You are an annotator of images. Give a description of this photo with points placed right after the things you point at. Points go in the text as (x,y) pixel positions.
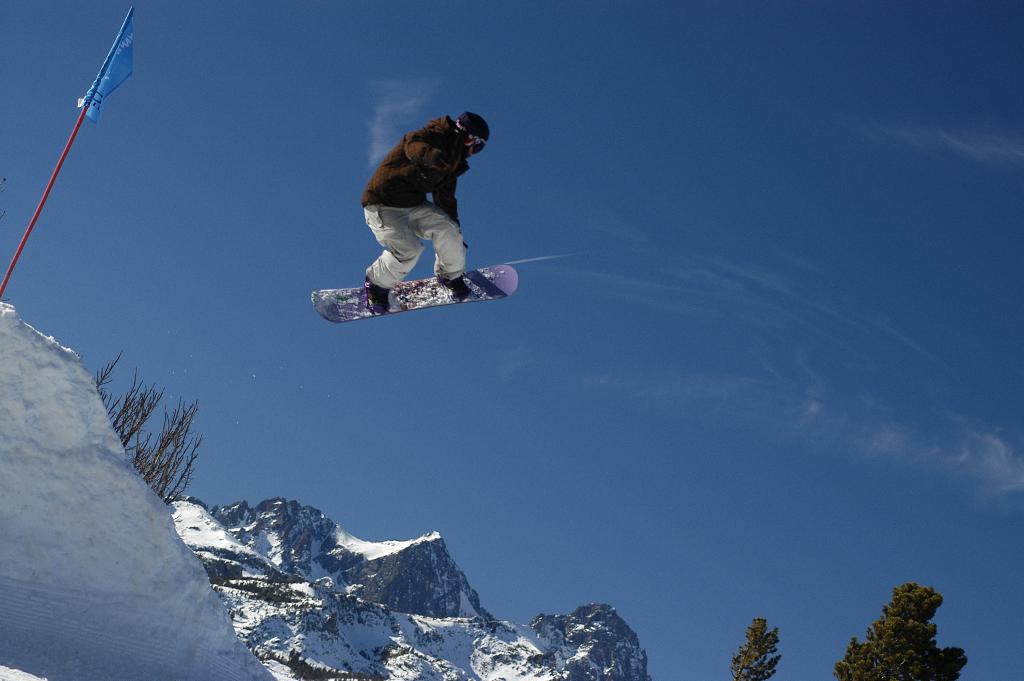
In this picture there is a man (456,165) in the center of the image (447,281), he is diving in the air, he is about to jump on the snow floor (21,435) and there are mountains (182,533) at the bottom side of the image (533,656) and there are trees (755,639) on the right side of the image (835,609), there is a flag (95,87) on the left side of the image (78,126).
